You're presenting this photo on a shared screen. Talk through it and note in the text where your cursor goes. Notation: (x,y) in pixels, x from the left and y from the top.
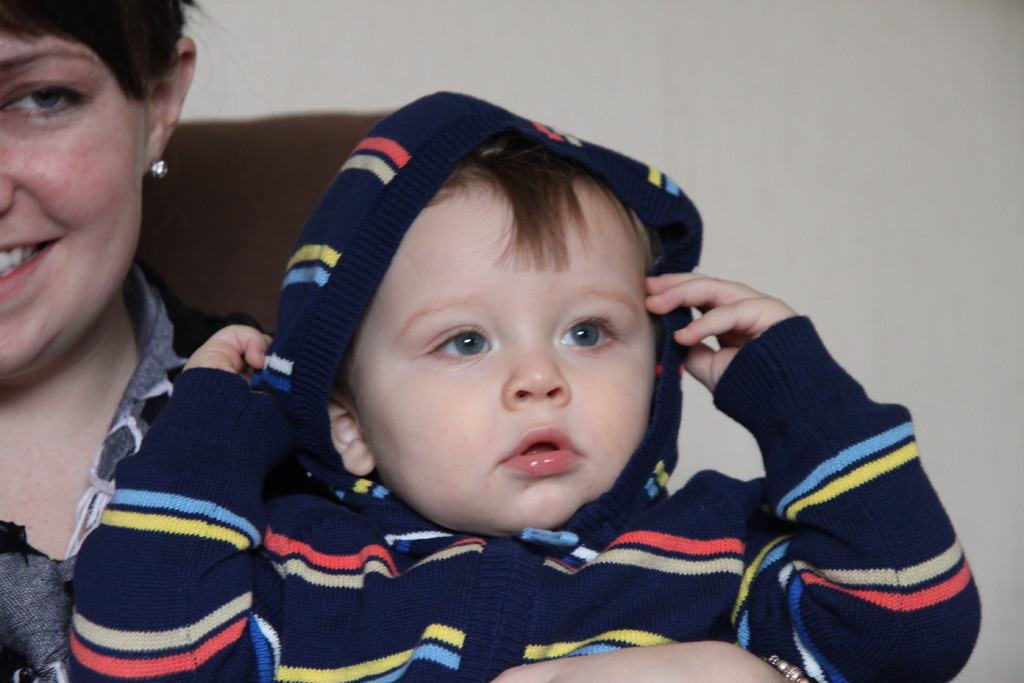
In this image there is a woman (116,230) holding a child (463,398) in her arms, behind the woman (121,156) there is a wall (642,112).
